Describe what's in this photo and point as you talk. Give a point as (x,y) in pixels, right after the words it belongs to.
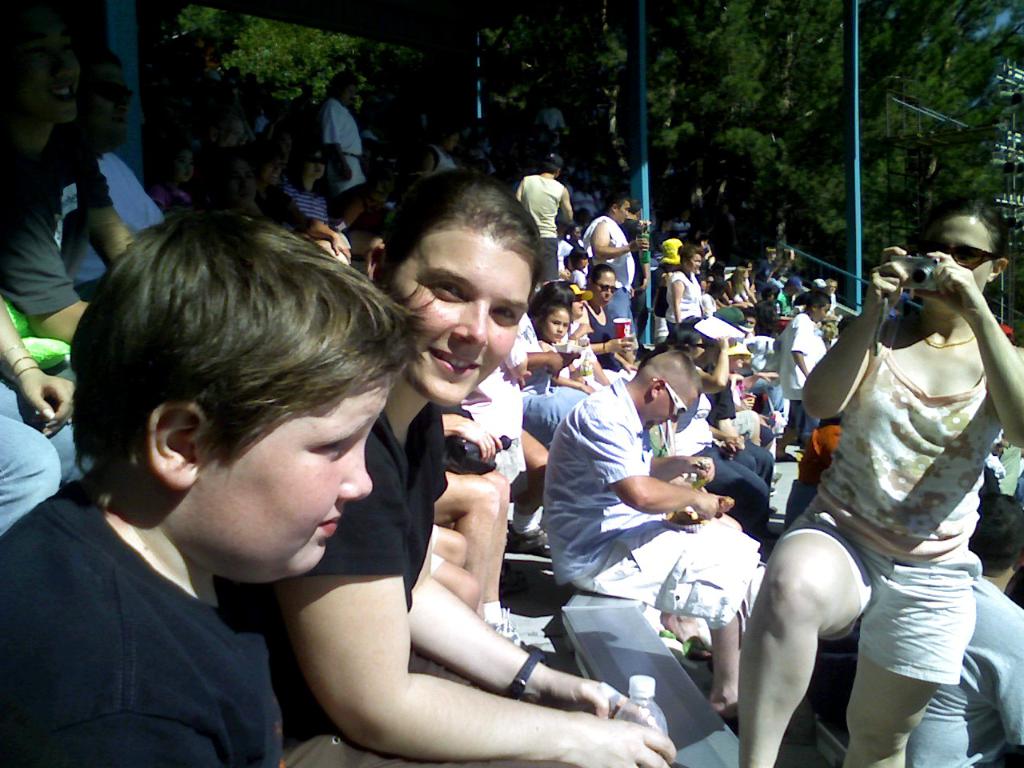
In this image I can see a group of people (469,487) sitting and few (469,487) are holding bottles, cups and camera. Back I can see few poles (853,50) and trees (784,115).
